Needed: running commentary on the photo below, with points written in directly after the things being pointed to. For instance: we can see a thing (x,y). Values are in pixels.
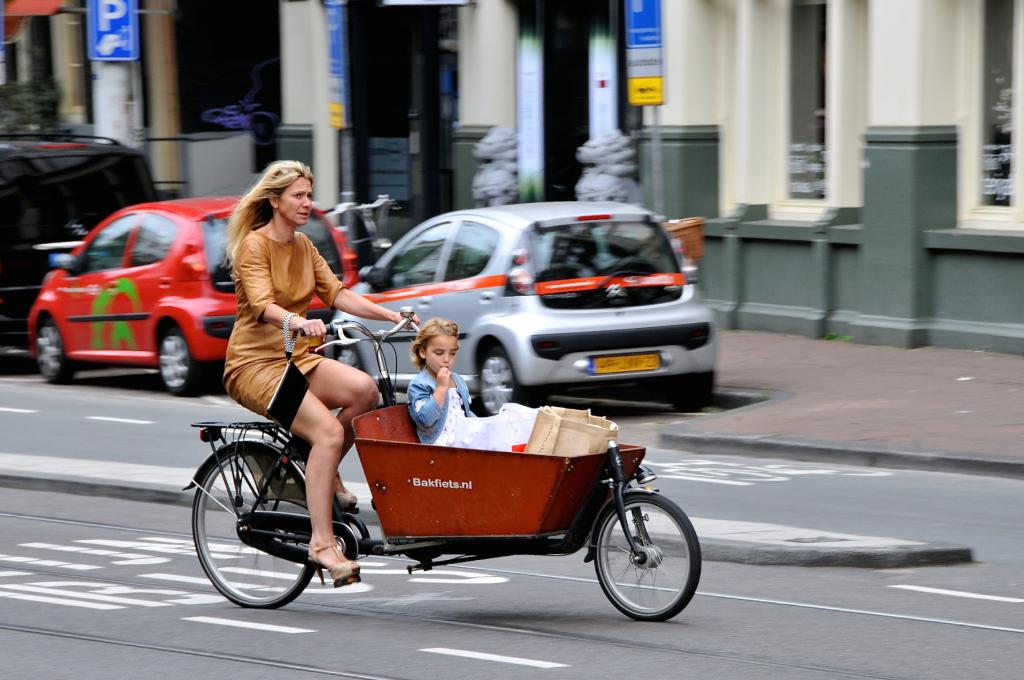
This Picture we can see a woman (283,282) cycling on the road (247,571) wearing a brown dress (283,369) and black purse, Front a girl (431,404) is sitting wearing a denim jacket (431,418), Behind we can see the silver and red car (548,267) parked and some sign boards (648,100) with buildings (650,186).
